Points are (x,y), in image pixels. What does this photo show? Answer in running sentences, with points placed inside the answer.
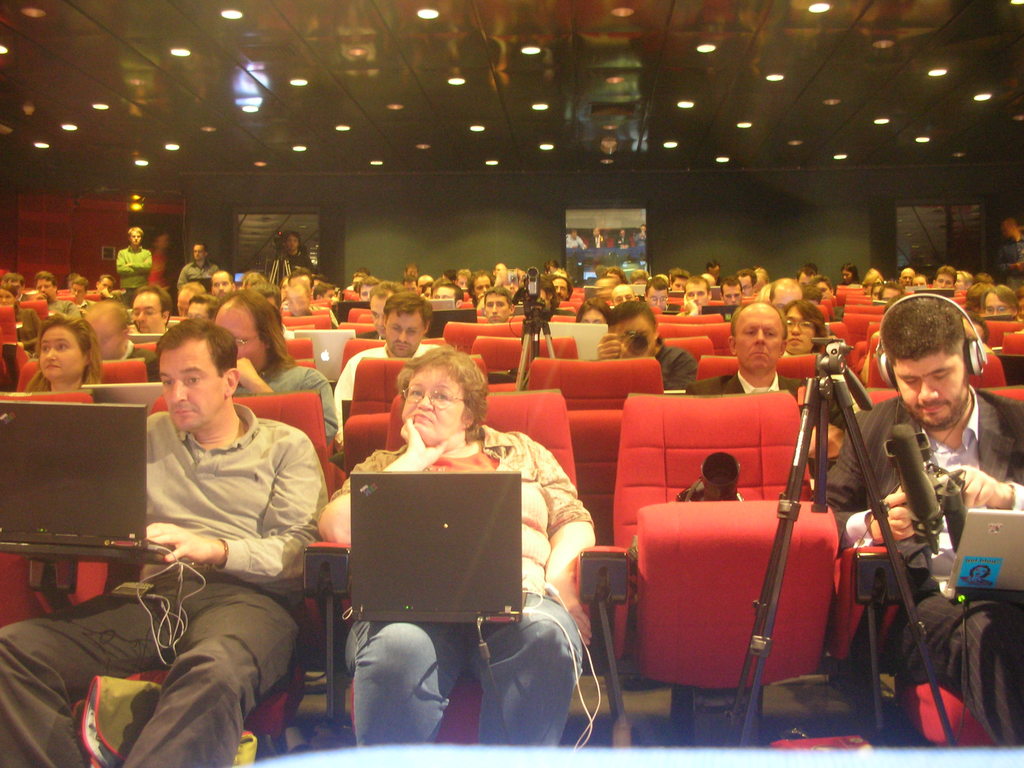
In the picture I can see people (552,483), among them some are standing and others are sitting on chairs (607,367). I can also see laptops (452,604), video cameras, lights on the ceiling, wall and some other objects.
